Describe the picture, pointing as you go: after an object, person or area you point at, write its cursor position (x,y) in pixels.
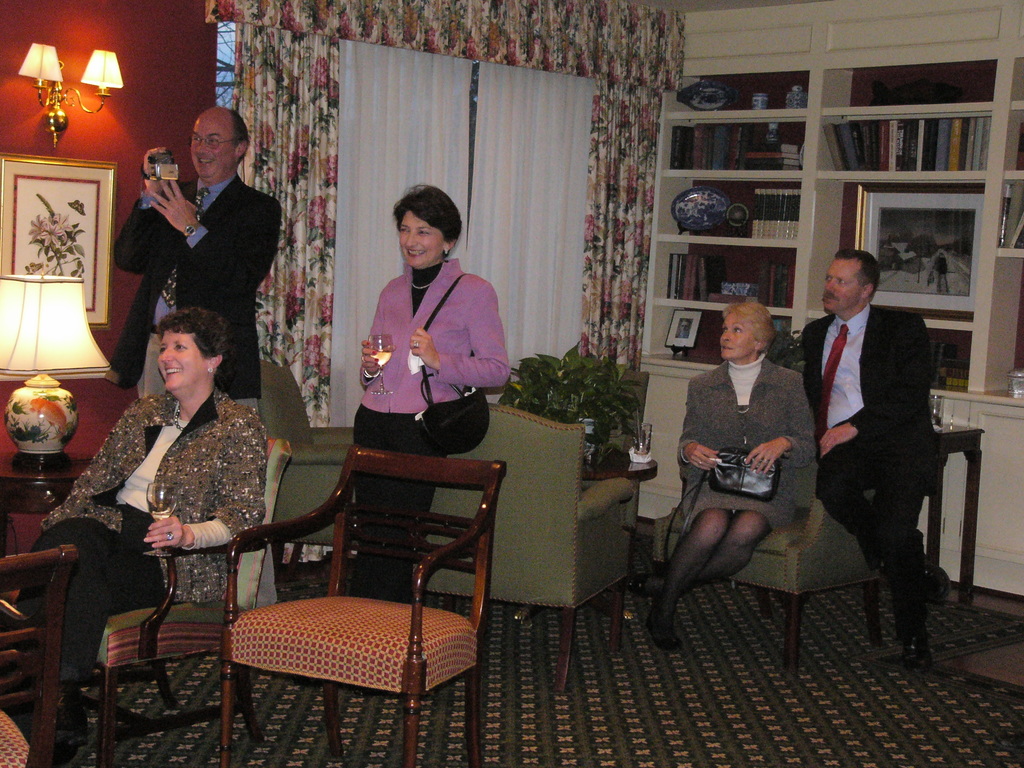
In this picture there is a woman (152,476) sitting on a chair (189,549) and holding a glass (154,519) in her hand (169,525). There is a man (221,288) standing and holding a camera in his hand (189,217). There is also another woman (401,399) holding a glass (382,352) and handbag (459,412) in her hand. There is a flower pot (580,381) on the table (585,467). There is a man (858,399) and a woman (733,447) holding bag (744,492) is sitting on the sofa (809,551). There are some books (756,200), frame (693,316), box (755,288) and other objects (1016,388) in the shelf (671,174). There is a colorful curtain (306,337), lamp (100,98) and a carpet (665,734).
